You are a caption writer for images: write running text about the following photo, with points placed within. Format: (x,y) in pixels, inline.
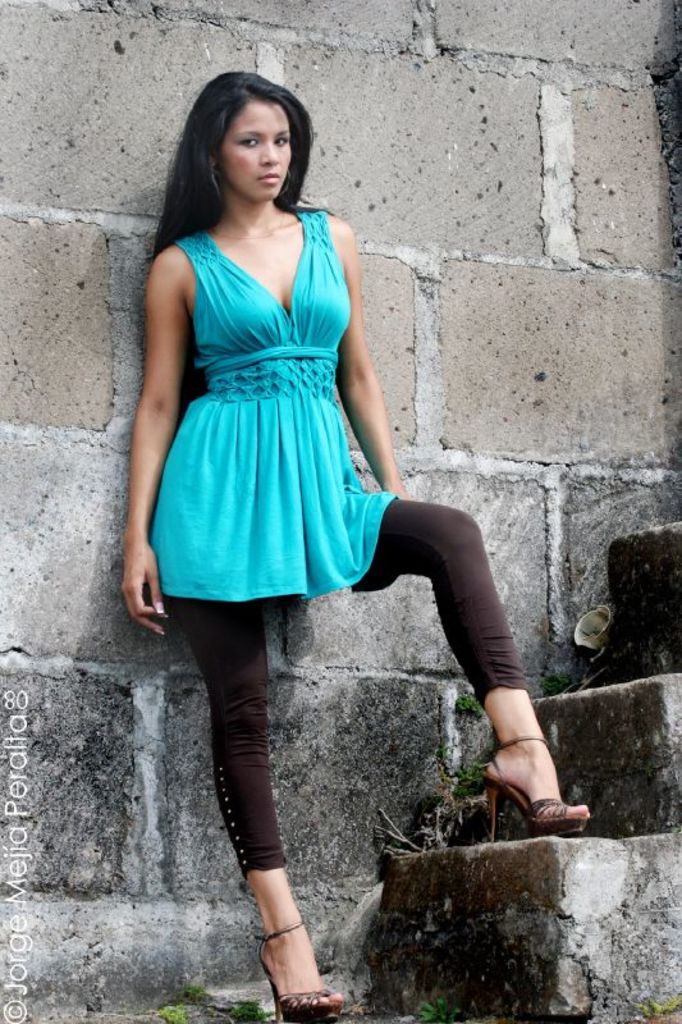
In the center of the image (338,488) we can see one woman (338,488) standing on the staircase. And she is wearing a green top (284,334). On the left side of the image (5,777), we can see some text (15,809). In the background (107,845) there is a wall (488,396) and a few other objects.
